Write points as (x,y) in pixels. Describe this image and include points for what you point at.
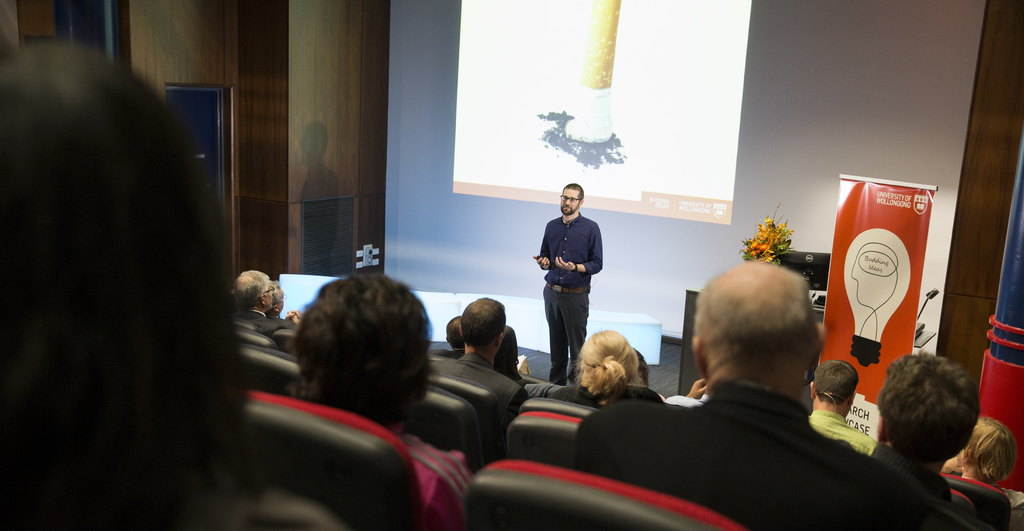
In this image I can see few people (393,425) sitting on the chairs (428,427). These people (601,410) are wearing the different color dresses (795,406). In-front of these people (386,321) I can see one person (550,316) standing and wearing the navy blue and grey color dress (550,279). To the side of the person (577,294) I can see the flower bouquet (762,258) and the banner (882,365). In the background (542,179) there is a screen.
